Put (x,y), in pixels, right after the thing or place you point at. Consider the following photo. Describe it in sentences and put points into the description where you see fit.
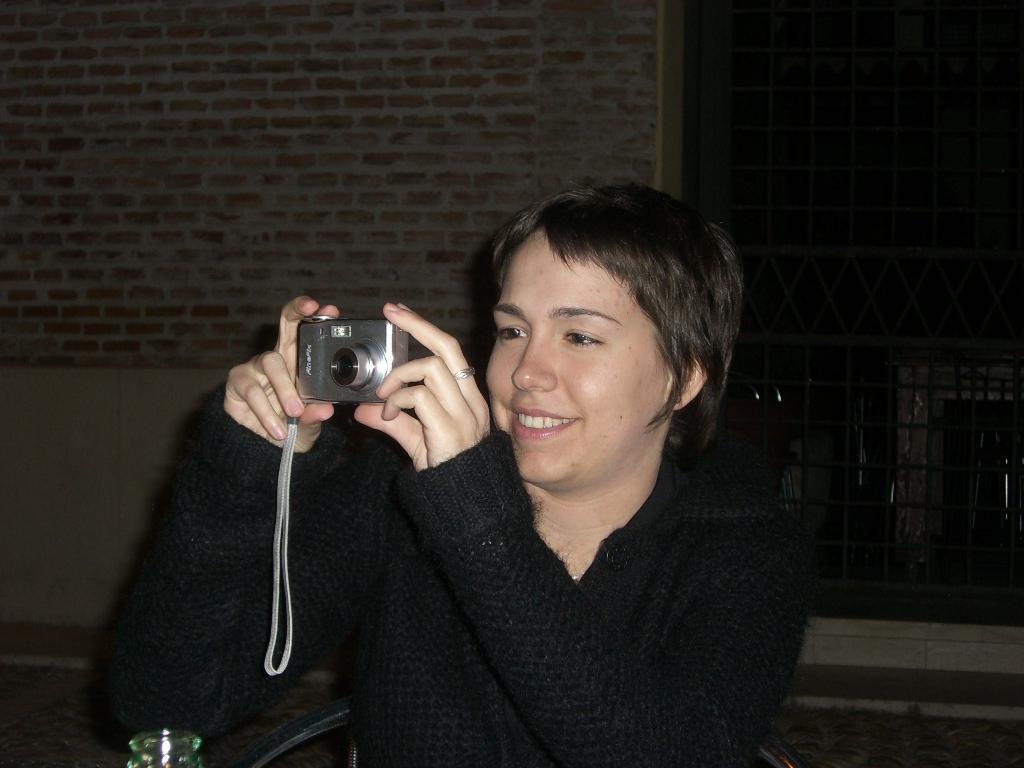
This picture shows a woman (760,554) seated with a smile (531,440) on her face (558,449) and holds a camera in her hand (454,380).
